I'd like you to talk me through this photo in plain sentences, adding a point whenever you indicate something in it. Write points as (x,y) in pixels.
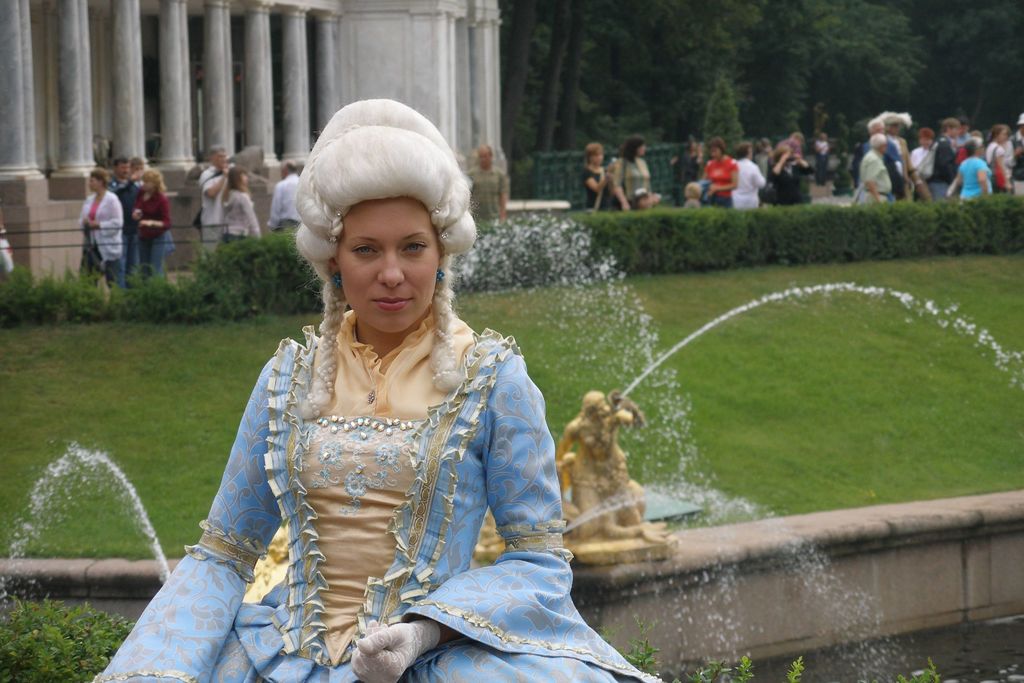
In the center of the image (445,375) there is a woman (349,293) with white hair (359,194). In the background (305,94) we can see a building (242,79), trees (766,26) and also shrubs (674,216). We can also see people (937,176). Grass (848,396) is also visible in this image.
